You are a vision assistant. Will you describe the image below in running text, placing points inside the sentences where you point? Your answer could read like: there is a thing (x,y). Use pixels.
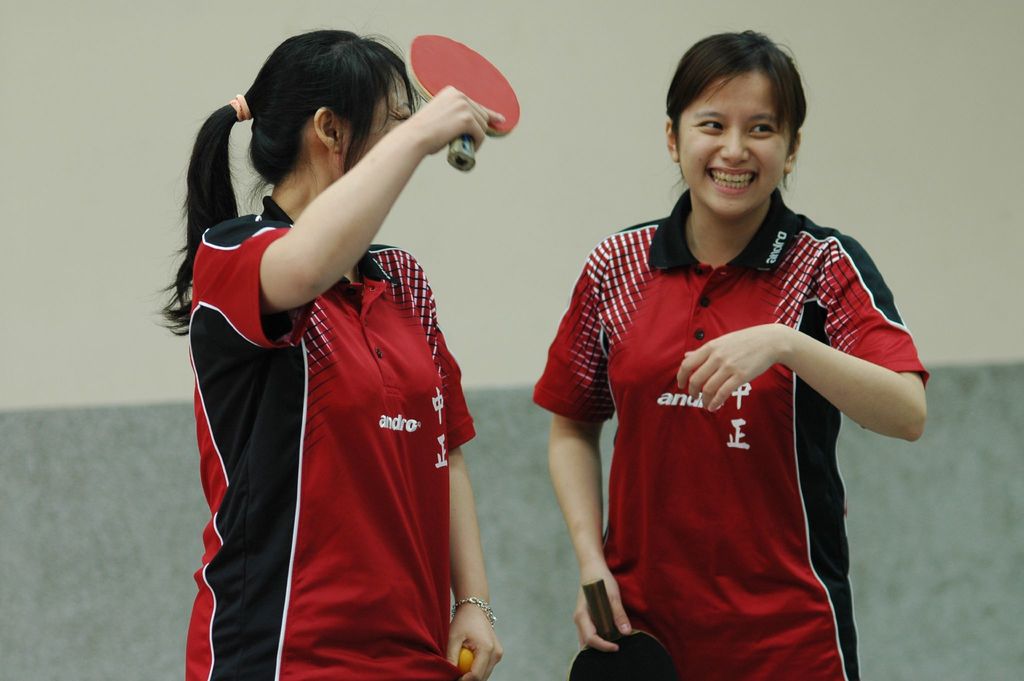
In this image i can see two women (581,490) standing and smiling at the left side (323,370) the woman (437,388) is holding a bat (468,155) at the back ground (553,132) i can see wall (497,141).
